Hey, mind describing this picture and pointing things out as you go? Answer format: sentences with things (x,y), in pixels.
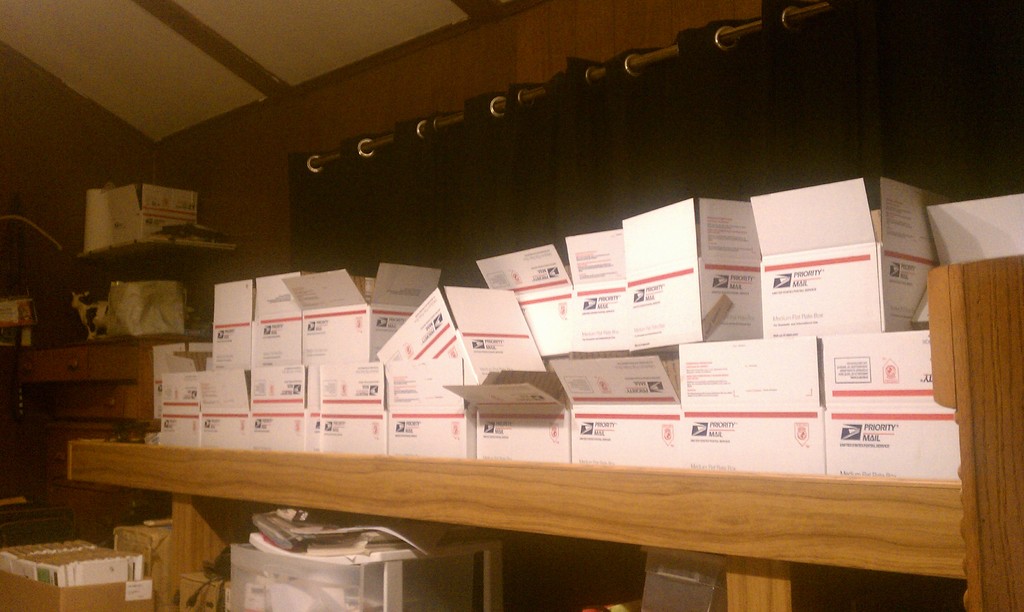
In this picture we can see few boxes (275,404) in the racks (227,458), in the background (470,196) we can find a metal rod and curtain (626,170).
